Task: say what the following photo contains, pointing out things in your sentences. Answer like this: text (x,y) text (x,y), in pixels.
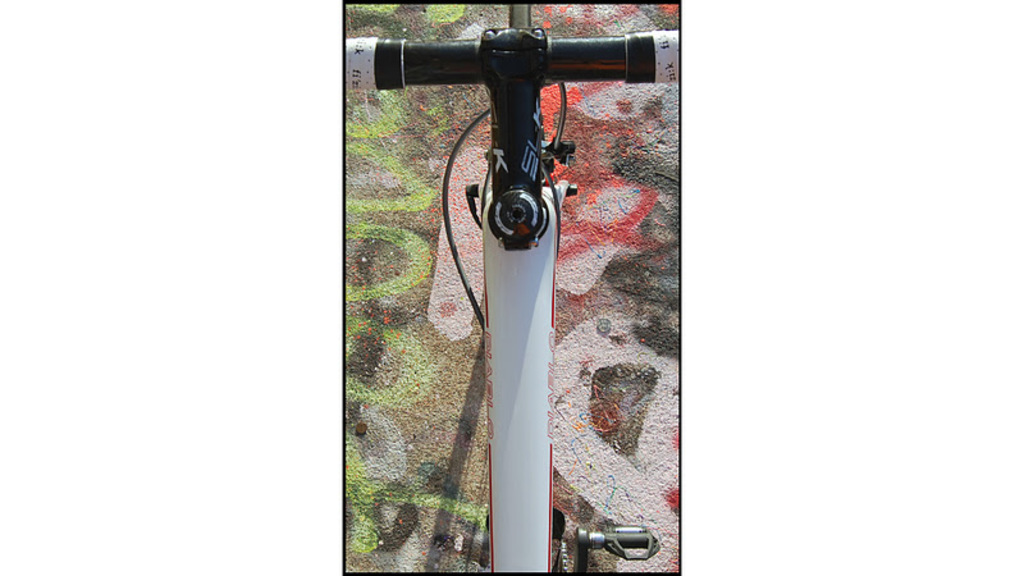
In this image we can see a bicycle (509,399) on the floor (415,350).
